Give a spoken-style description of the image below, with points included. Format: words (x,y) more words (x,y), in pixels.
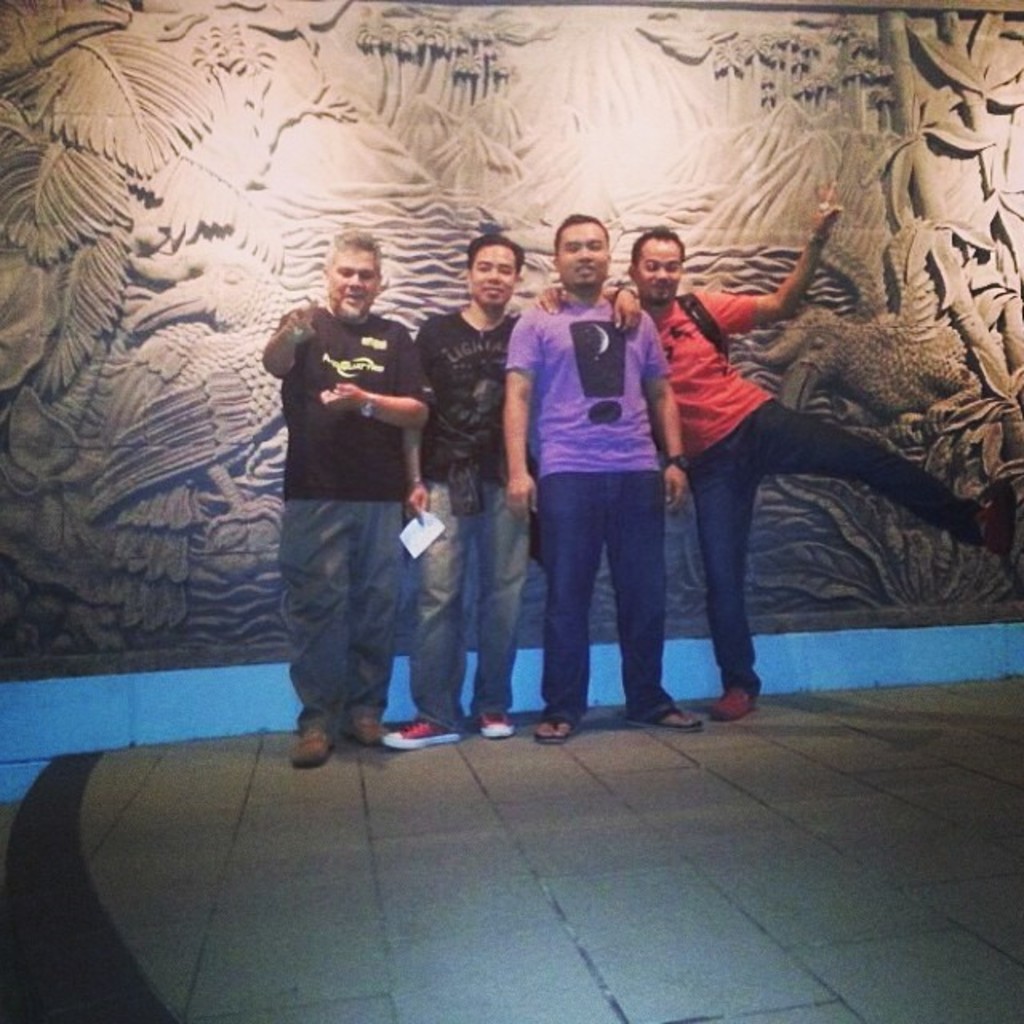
In the center of the picture (586,384) there are group of men (619,638) standing. In the background (102,222) there are sculptures (479,56) on the wall (873,558). In the foreground (650,851) it is floor (622,936).
